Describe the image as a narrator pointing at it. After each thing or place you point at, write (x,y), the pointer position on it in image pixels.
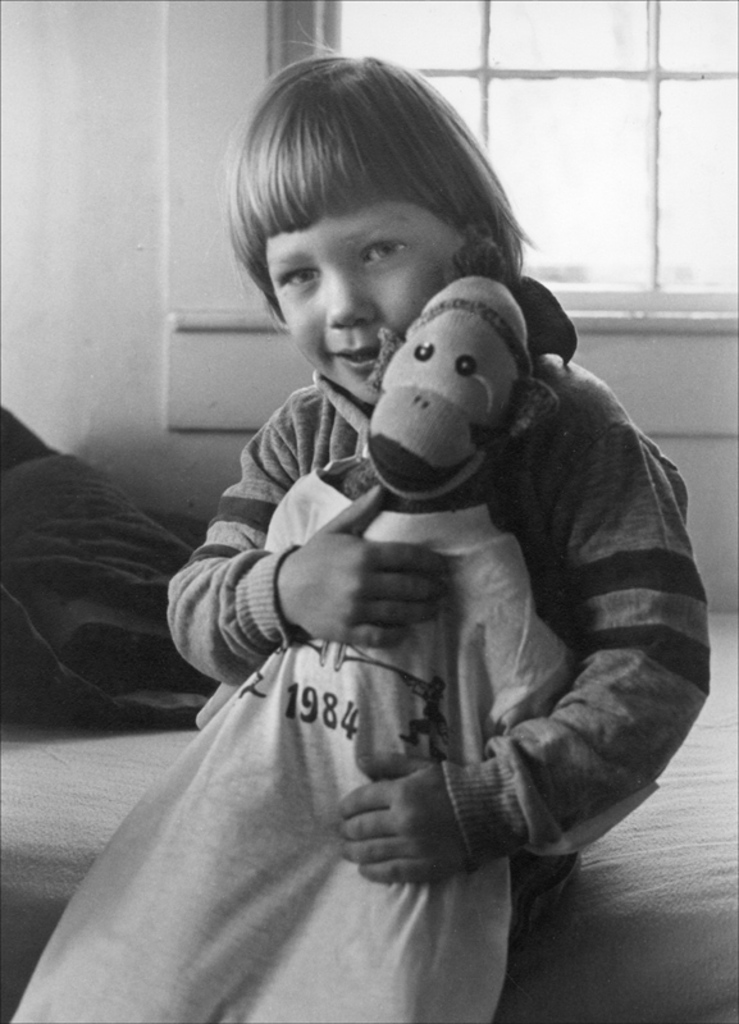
This is a black and white image. In this image we can see a kid (425,616) and a toy (447,492). In the background of the image (94,65) there is a wall (51,89), glass window (656,56) and other objects (26,497).
